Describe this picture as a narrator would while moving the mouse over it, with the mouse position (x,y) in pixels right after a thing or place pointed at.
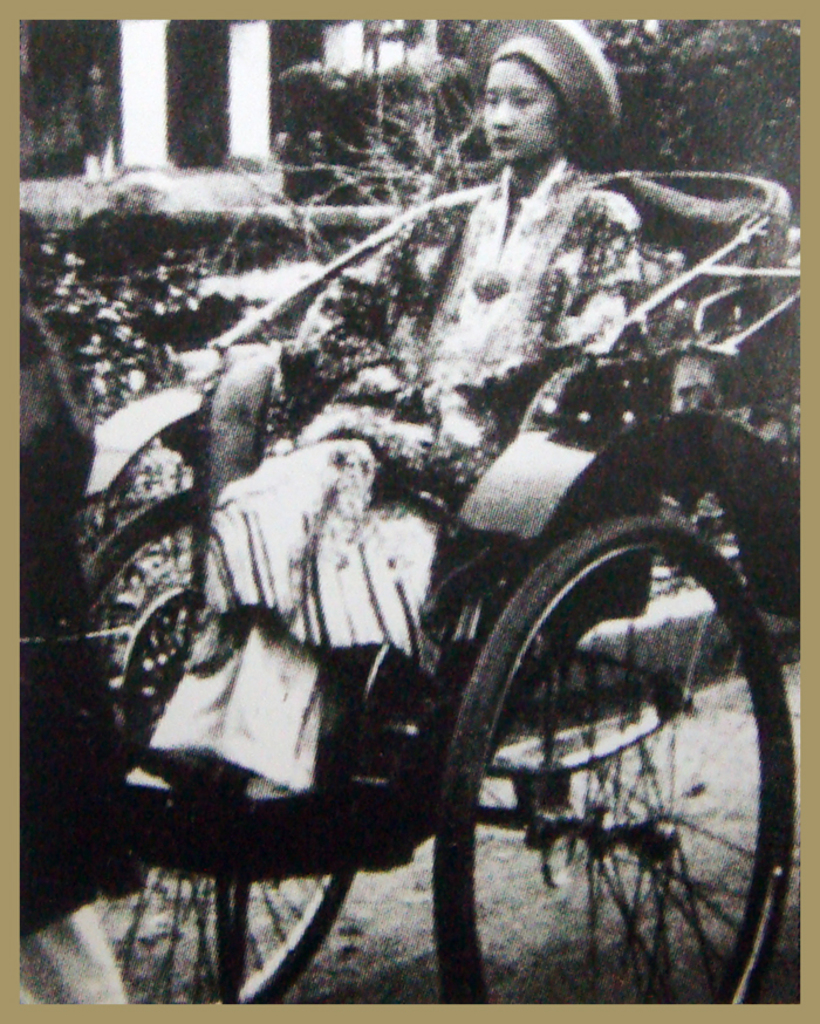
In this image we can see a person (416,447) sitting on the rickshaw (539,681), there are few trees (170,361) and a pillar (159,153) in the background (334,100).
